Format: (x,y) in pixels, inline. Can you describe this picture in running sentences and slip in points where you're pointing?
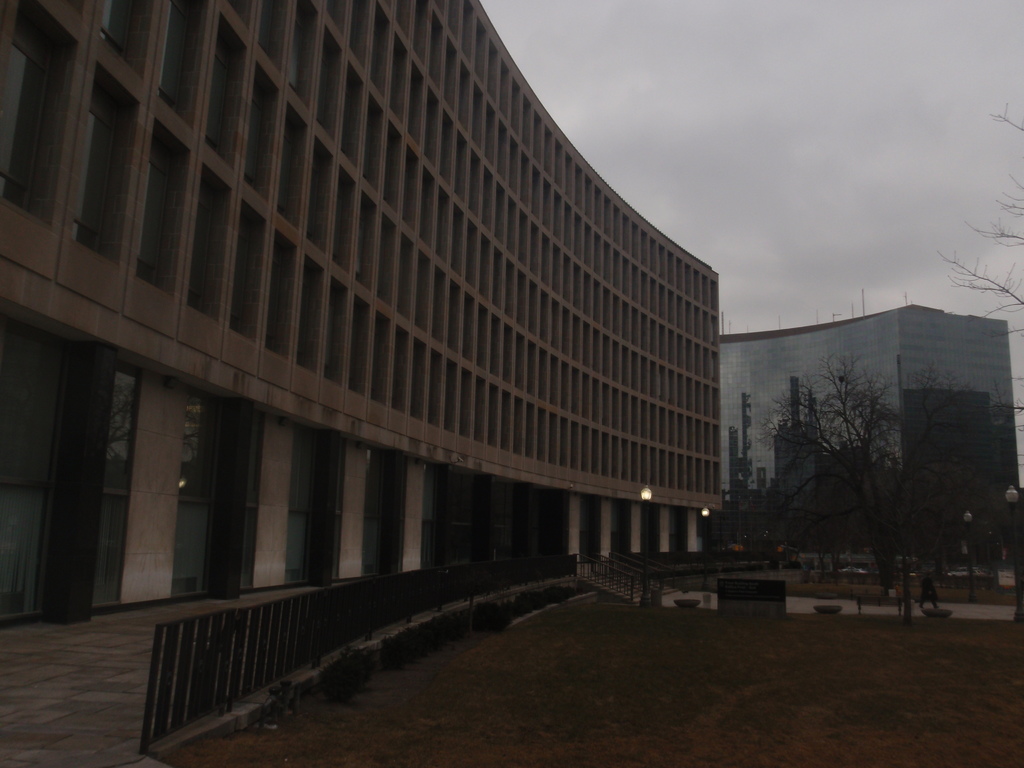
In this image I can see few trees (954,547). In the background (523,276) I can see few buildings (203,227) in cream color and I can also see the glass building (760,377) and the sky (768,86) is in white color.
